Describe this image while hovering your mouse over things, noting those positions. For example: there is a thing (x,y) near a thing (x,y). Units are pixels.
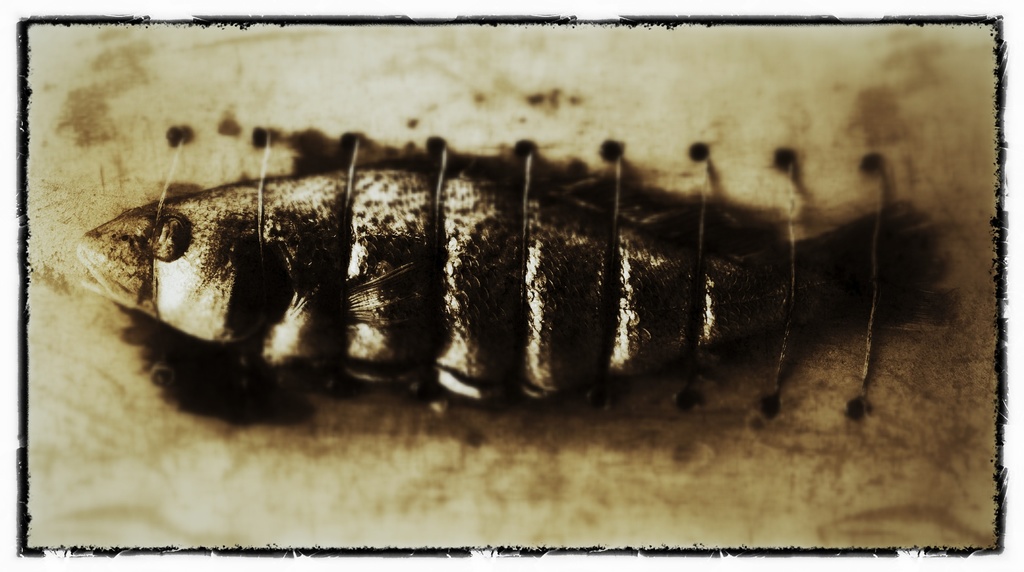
In this image we can see a picture (348,226). In the picture (132,257) there is a fish (560,201) and threads (790,225) tied vertically on its body (251,282).
